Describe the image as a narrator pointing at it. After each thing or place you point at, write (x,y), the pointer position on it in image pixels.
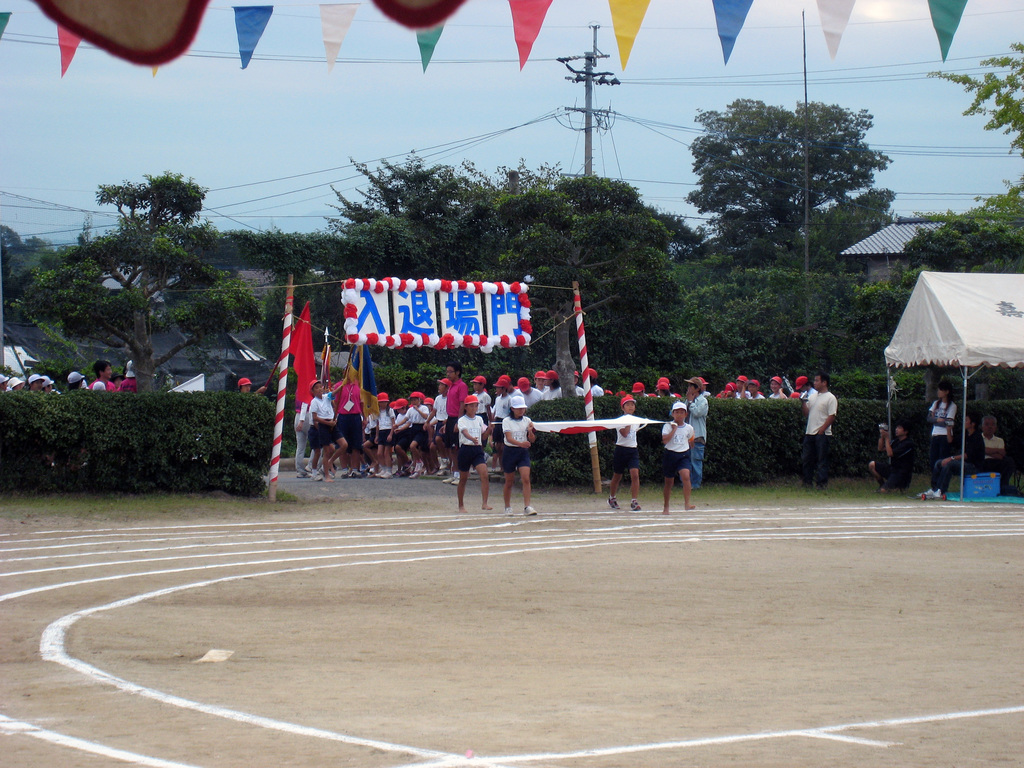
In the picture I can see a ground (254,617) which has few white lines (96,748) on it and there are four persons (522,479) wearing white T-shirt (682,426) are standing and holding an object (590,426) in their hands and there are few other people (480,392) wearing red caps (249,382) are standing behind them and there are few trees (388,383), poles (288,343) and some other objects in the background (258,327).
